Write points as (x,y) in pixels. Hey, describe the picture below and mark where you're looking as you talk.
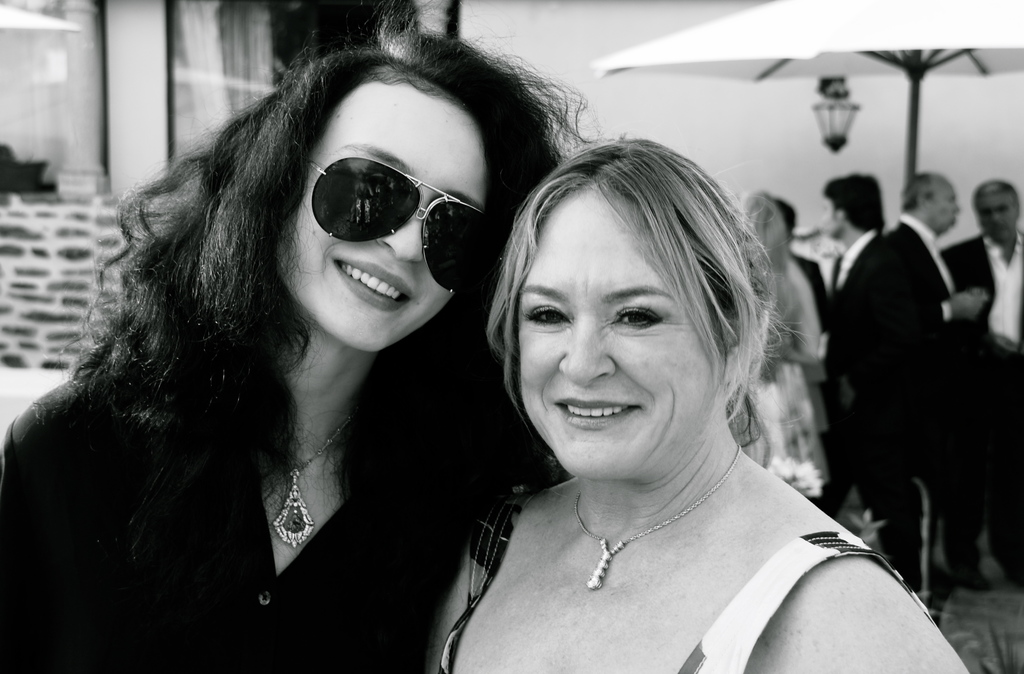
This is a black and white image. 2 women (329,538) are standing. The person (378,492) at the left (336,521) is wearing goggles (449,240). Behind them there is an umbrella (914,82), lamp (843,141) and other people (843,341) standing.
